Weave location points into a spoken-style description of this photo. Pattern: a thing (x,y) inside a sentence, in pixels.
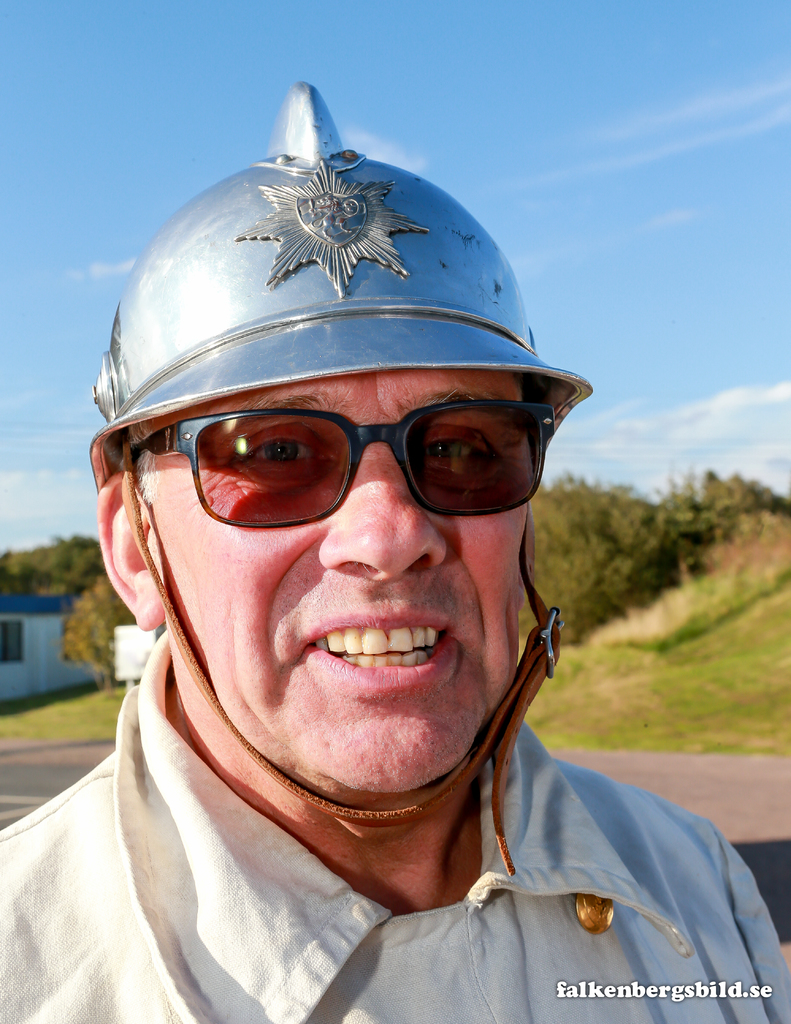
In the center of the image (373,521), we can see a person (318,537) wearing glasses (296,442) and a cap (356,319). In the background (631,559), there are trees (63,576) and we can see a shed (56,624). At the bottom (746,810), there is road (728,827) and we can see some text (631,983). At the top (476,121), there is sky (454,125).
